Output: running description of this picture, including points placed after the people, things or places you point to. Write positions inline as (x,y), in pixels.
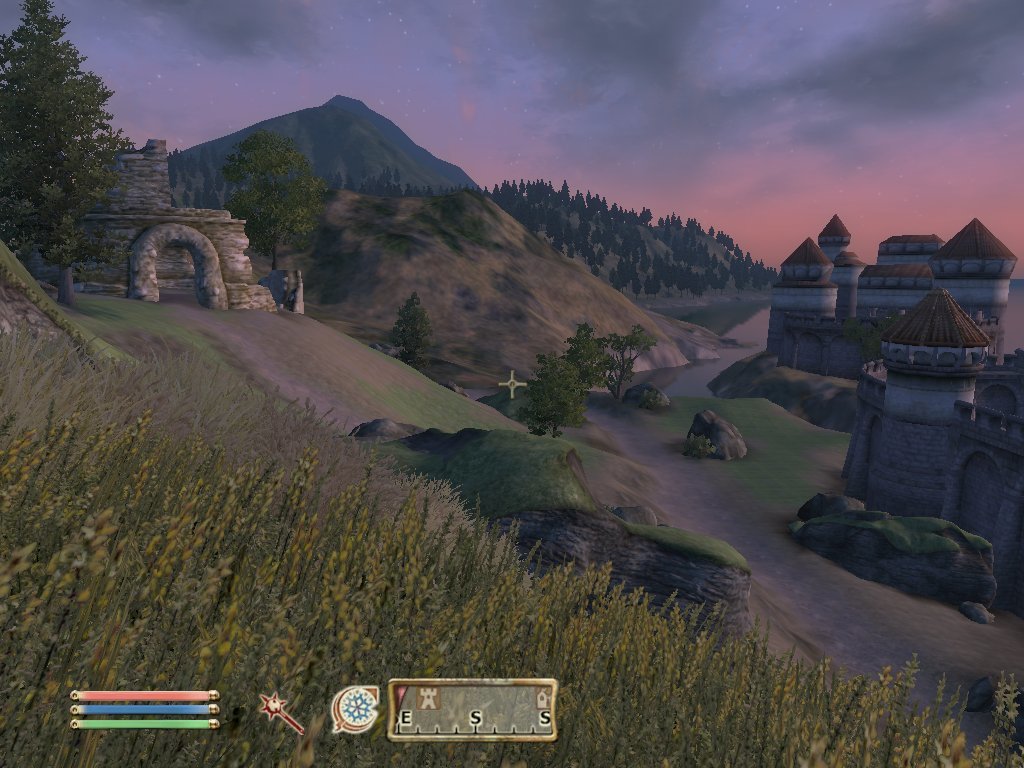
This is an animated image. In the picture I can see animation of trees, the sky (602,162), buildings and some other things (271,633).
